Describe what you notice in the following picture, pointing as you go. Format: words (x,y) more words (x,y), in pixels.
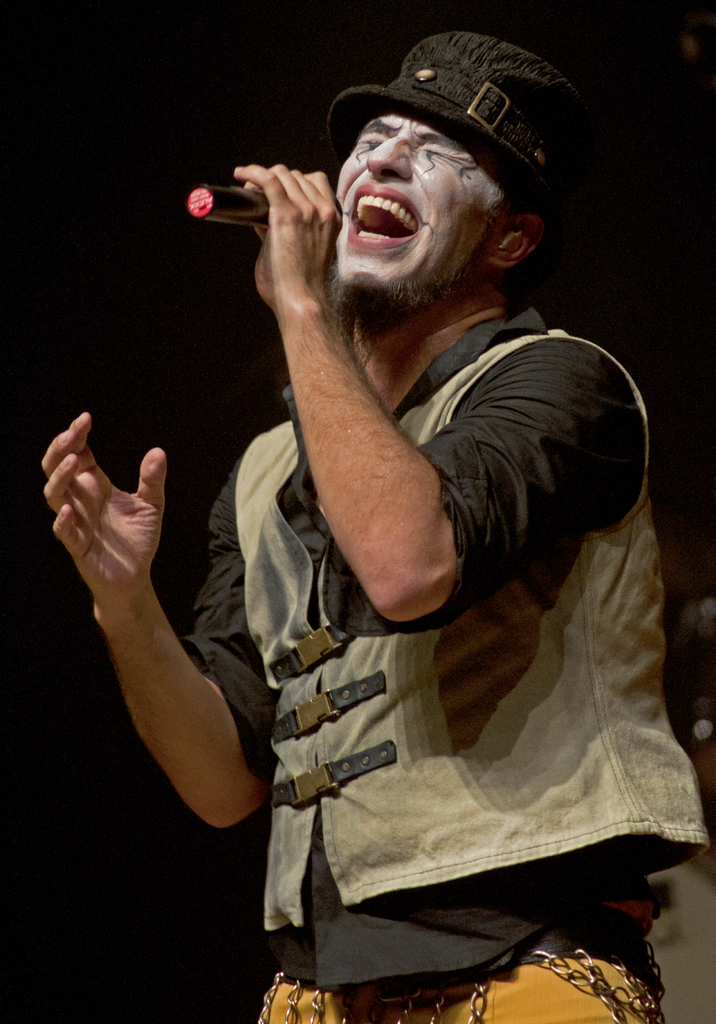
This picture shows a man (368,856) standing and singing with the help of a microphone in his hand (324,184) and he wore a cap (518,90) on his head (473,162) and a coat (547,633).
